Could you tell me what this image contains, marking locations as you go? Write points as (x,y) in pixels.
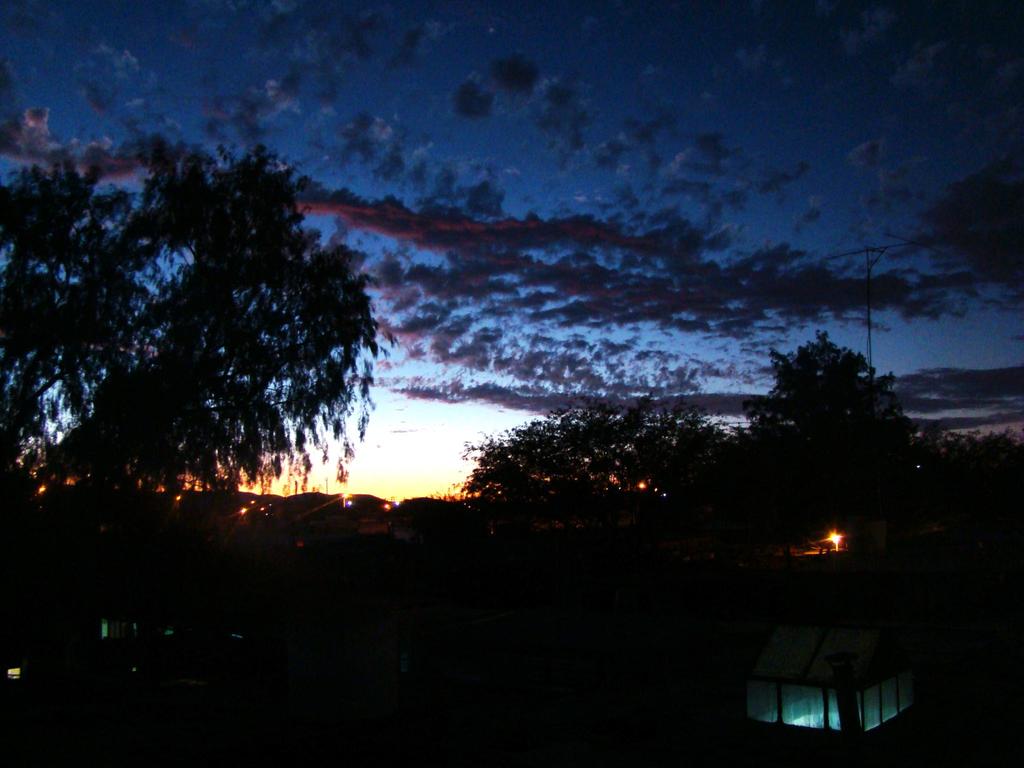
In this image, we can see trees (62,374), glass objects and dark view. Background (559,307) we can see the cloudy sky (588,378) and antenna (871,348).
